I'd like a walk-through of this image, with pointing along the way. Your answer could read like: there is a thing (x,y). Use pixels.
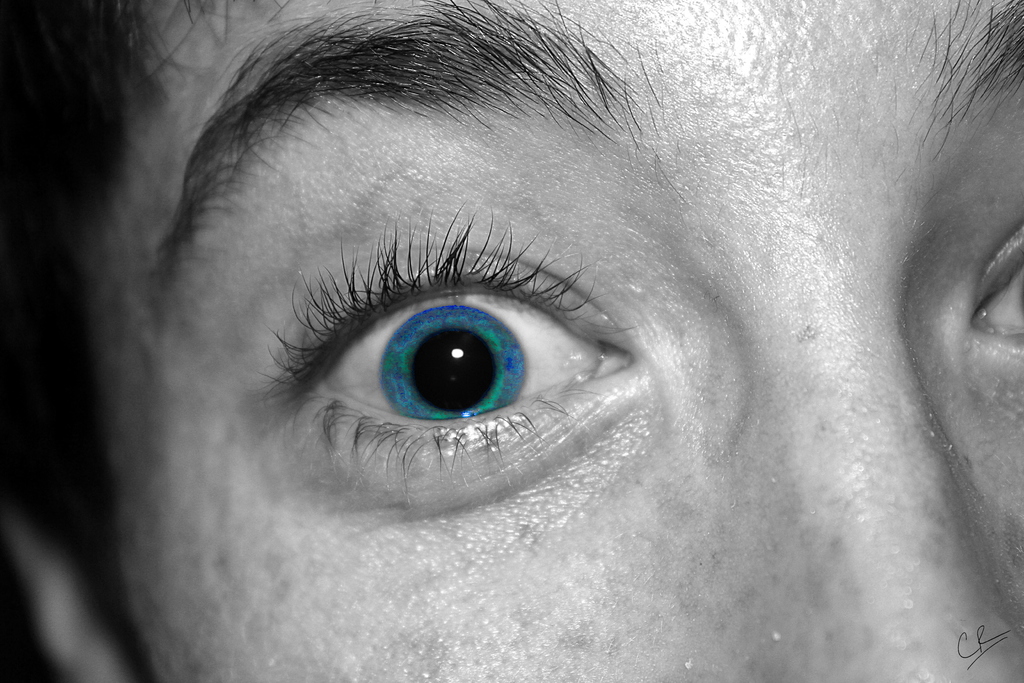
In this image there is a face (126,247) of a person (744,544) with nose (883,391), eyes (405,391) and eyebrows (396,47).
